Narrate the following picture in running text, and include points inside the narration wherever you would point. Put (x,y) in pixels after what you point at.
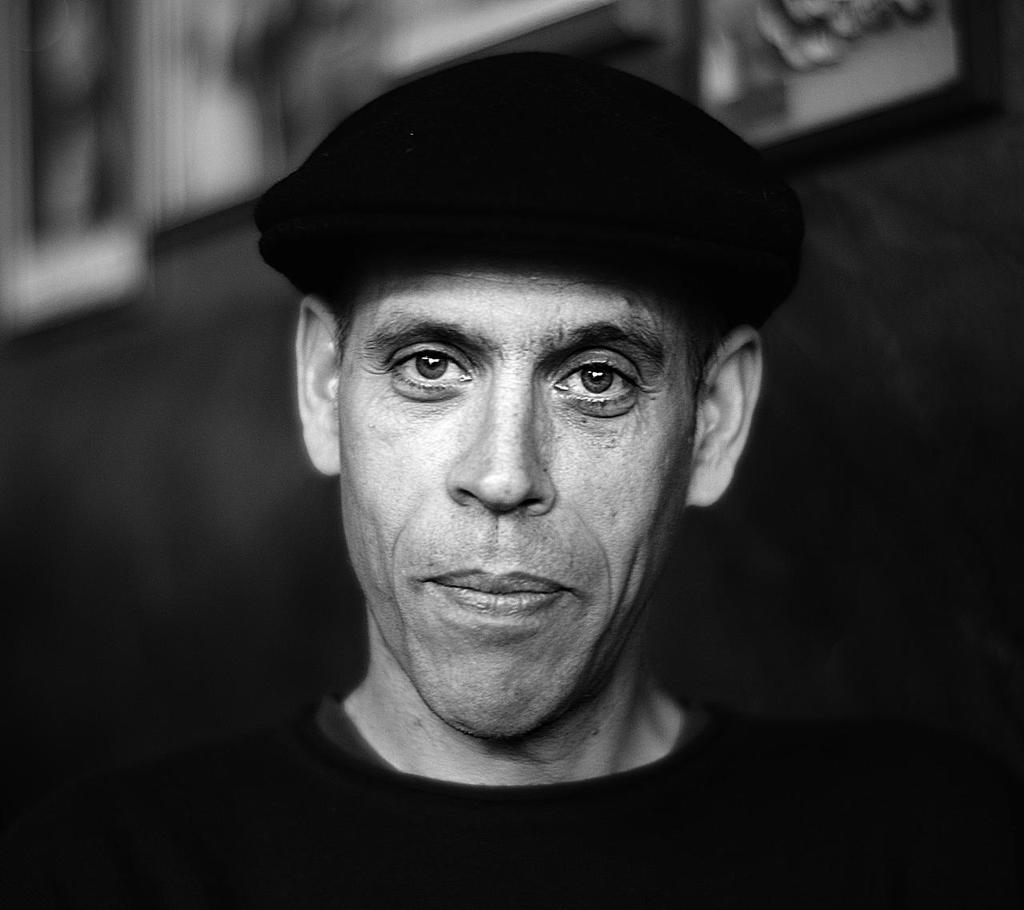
This is the picture of a person face (574,524) who has a black hat (502,222).
